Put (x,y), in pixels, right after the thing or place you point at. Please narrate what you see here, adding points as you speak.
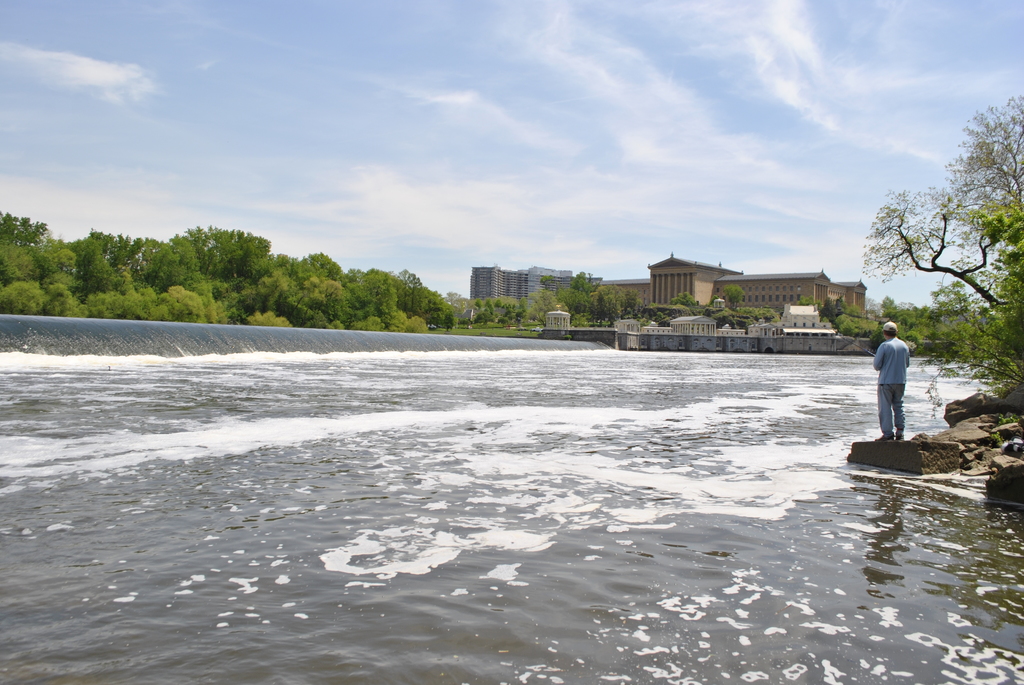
In this image we can see a person (897,383) standing on the stone (889,444), water (847,415), trees (367,310), buildings (506,275) and sky (486,208) with clouds (307,208).
